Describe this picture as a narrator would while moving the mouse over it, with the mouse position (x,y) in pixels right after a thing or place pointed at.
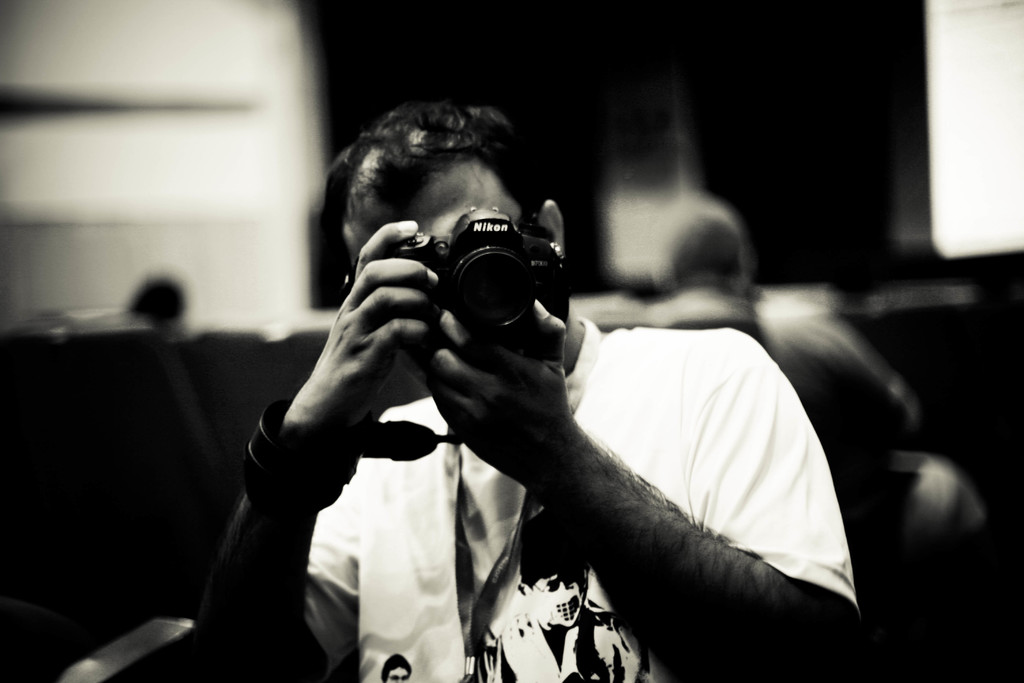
this picture shows a man (279,660) sitting and holding a camera (518,269) in his hand (483,374) and taking a picture.
